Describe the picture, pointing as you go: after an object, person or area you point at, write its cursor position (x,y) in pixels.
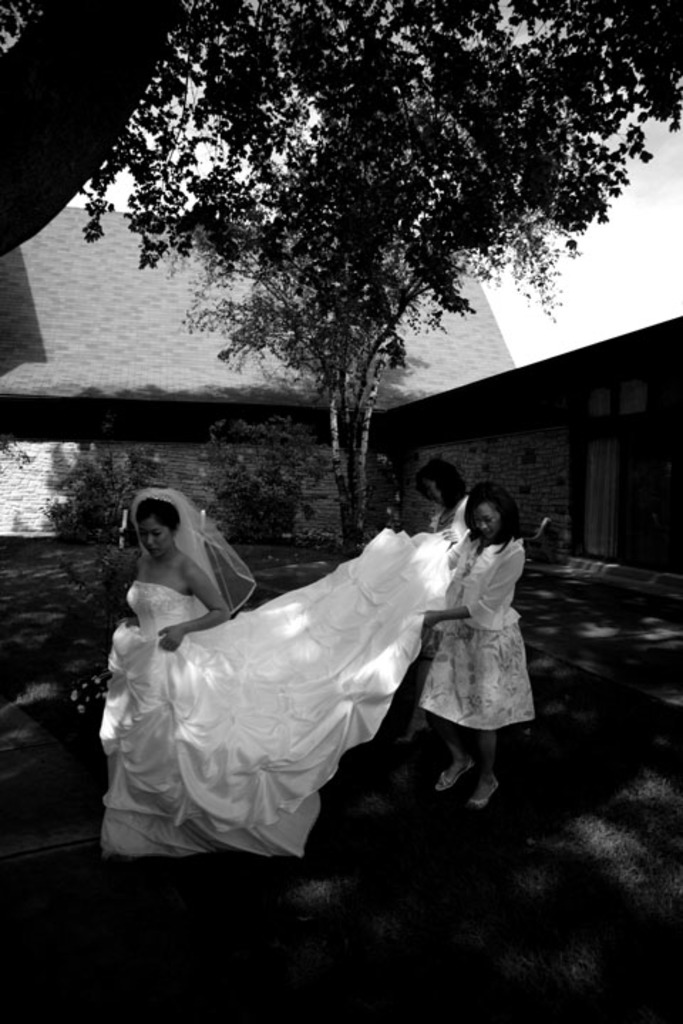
In this image in the center (430,602) there are persons (327,631) standing and there is a tree (361,417). In the background (200,484) there are plants (302,465) and there is a house (152,394).
